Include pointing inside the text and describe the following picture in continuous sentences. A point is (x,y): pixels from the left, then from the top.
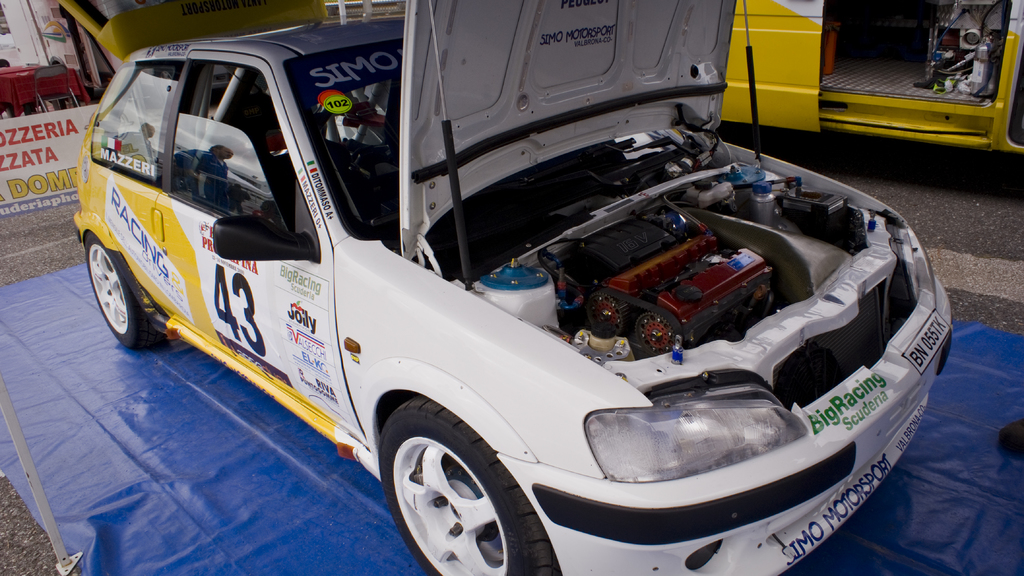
In this image, we can see a white color car (248,209) and there is a blue color carpet (194,464) on the floor (164,483).
